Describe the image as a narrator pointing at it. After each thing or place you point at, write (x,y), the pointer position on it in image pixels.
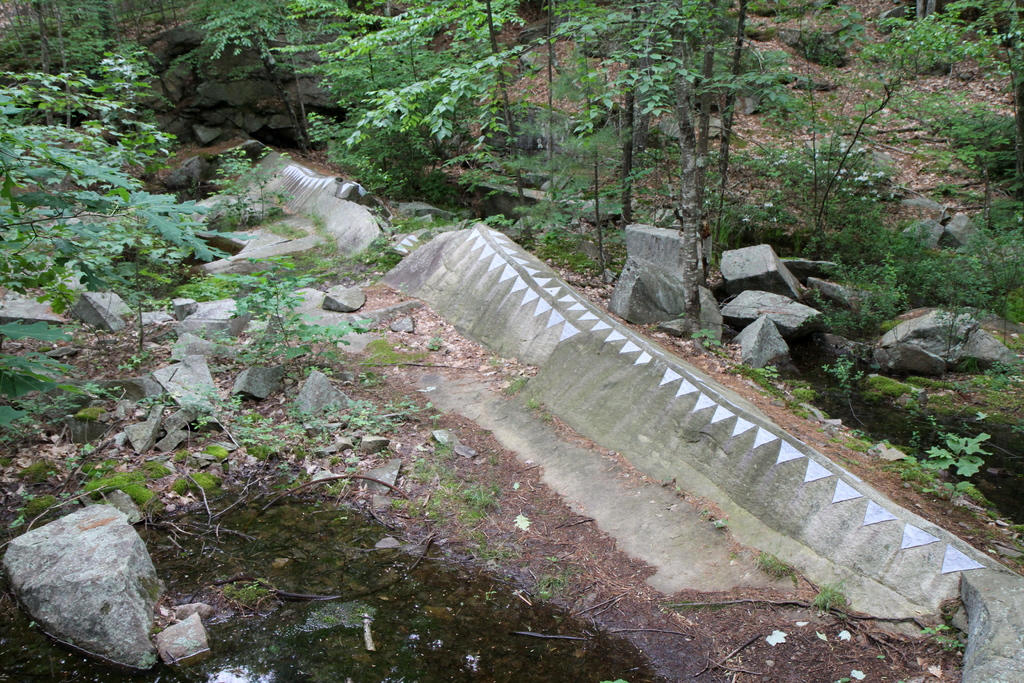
In this image there are small rocks (773,290) on the ground (126,453). On the rocks (191,387) there is algae (408,357). There are plants (340,152), trees (603,95) and grass (459,498) on the ground (447,486). At the bottom (312,618) there is water (250,613).
